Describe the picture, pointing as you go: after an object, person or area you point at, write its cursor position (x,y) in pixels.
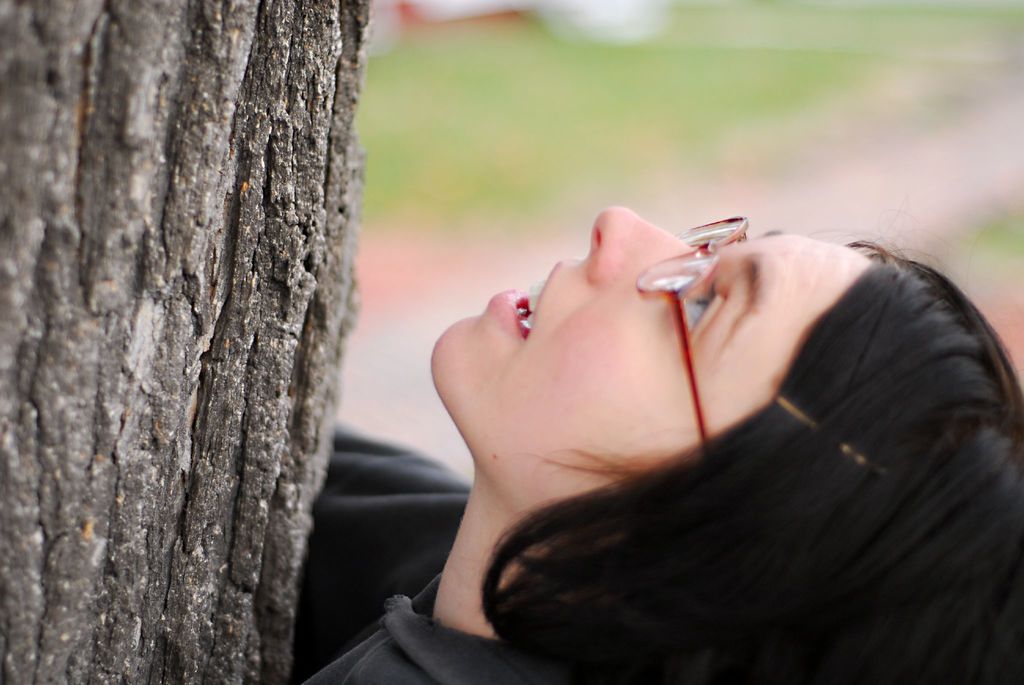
In this image I can see on the left side (168,367) it is the bark (180,472) of a tree (175,439). On the right side (710,556) a woman (568,514) is looking at this side, she wore black color sweater (480,641) and spectacles (699,394).
